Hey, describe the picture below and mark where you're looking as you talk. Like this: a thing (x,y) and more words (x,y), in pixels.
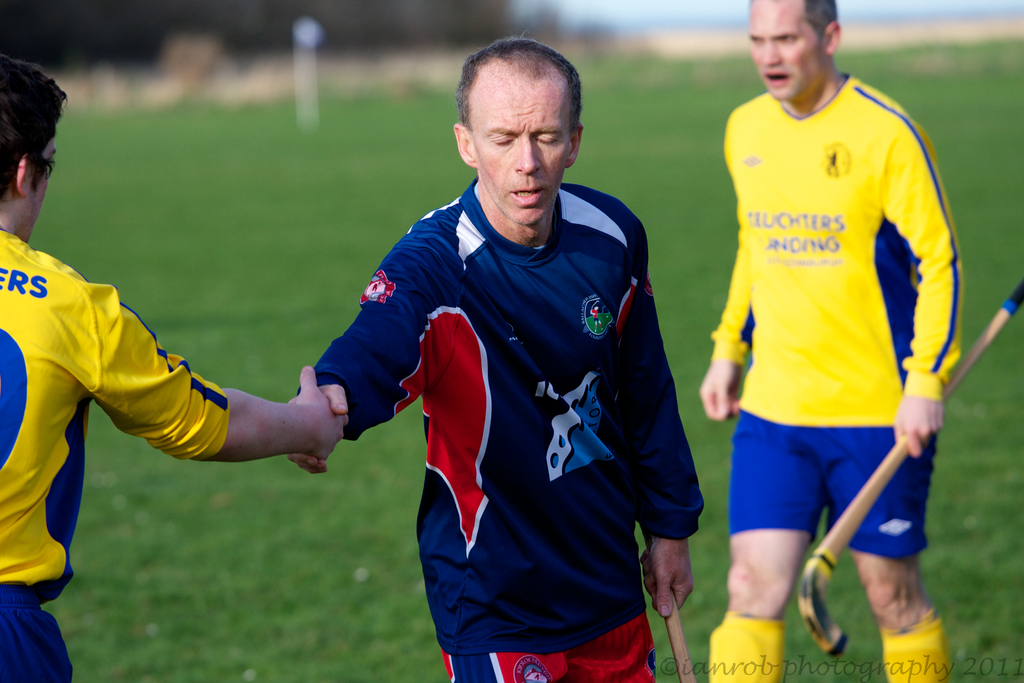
In this picture we can see three people (523,403) on the ground (700,401), two people (595,401) are holding sticks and in the background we can see trees (252,10), sky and it is blurry, in the bottom right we can see some text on it.
